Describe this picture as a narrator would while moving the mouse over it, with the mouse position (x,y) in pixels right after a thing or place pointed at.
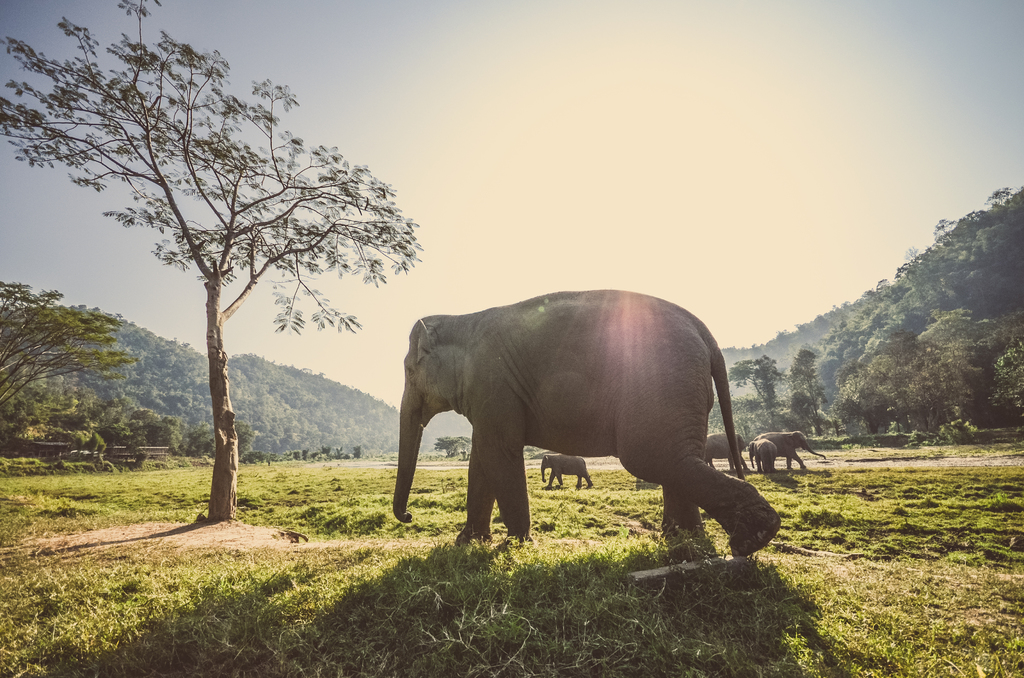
In this picture we can see a group of elephants (673,505) walking on the ground (595,505), grass (301,487), trees (148,363), mountains (882,311) and in the background (559,237) we can see the sky (510,215).
